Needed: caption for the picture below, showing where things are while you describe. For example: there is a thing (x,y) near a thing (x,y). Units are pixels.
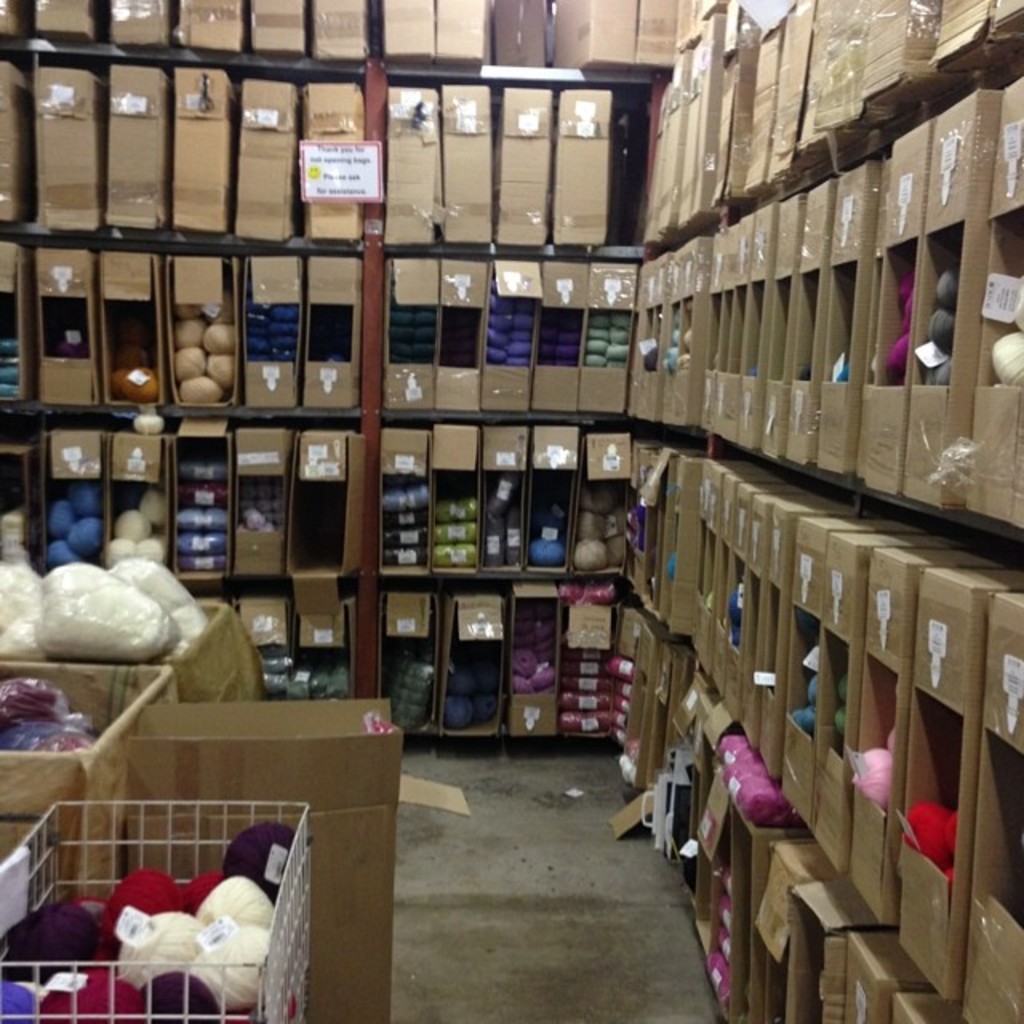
In this image we can see some different types and different colors of woolen threads (279,356) in shelves (776,484). At the bottom of the image (669,941) there is the floor (529,853).
